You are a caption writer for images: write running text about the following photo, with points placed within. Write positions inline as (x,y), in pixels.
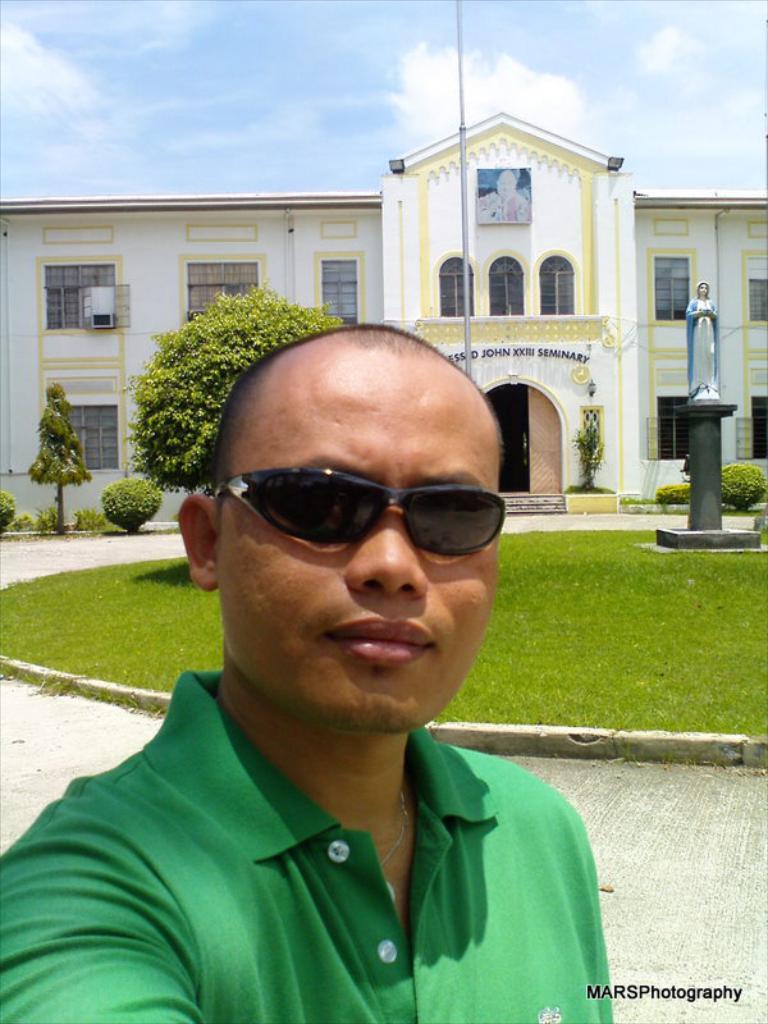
This is the picture of a person (322,650) in green dress (305,865) is standing in front of the building (286,271) which has some doors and bushes (731,476) and on the grass floor (628,605) there is a statue (696,330).
